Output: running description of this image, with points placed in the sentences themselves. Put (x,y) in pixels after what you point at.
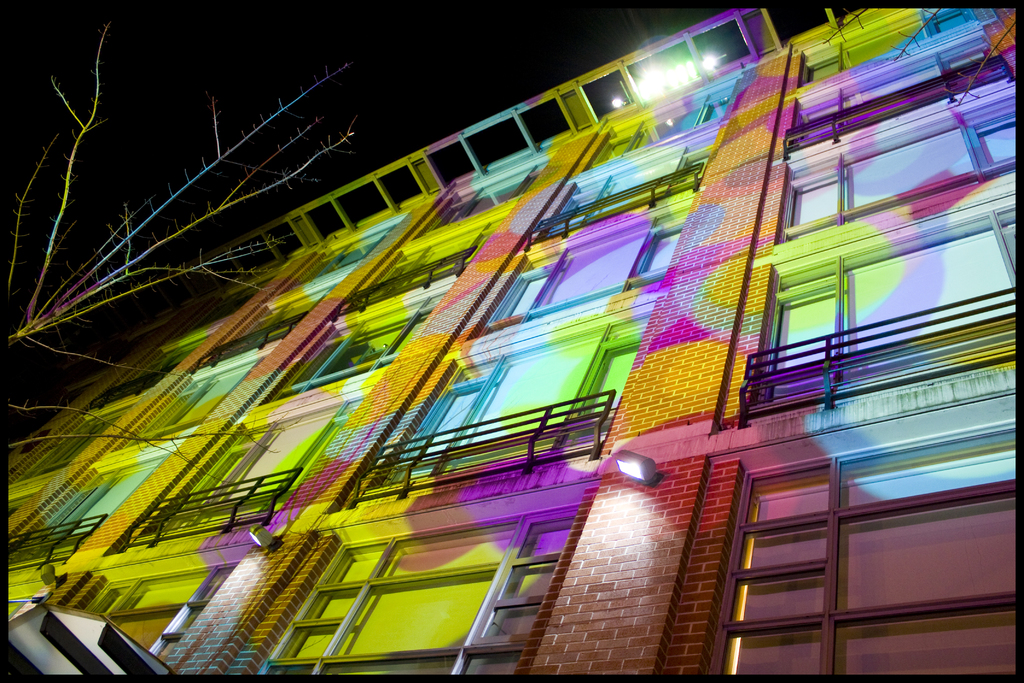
In this image there is a building (253,390) having different colours on it. Left side (233,206) there is a tree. Top of building (810,323) there are few lights (639,83). Few lights (655,483) are attached to the wall (258,568) of the building (295,553).
